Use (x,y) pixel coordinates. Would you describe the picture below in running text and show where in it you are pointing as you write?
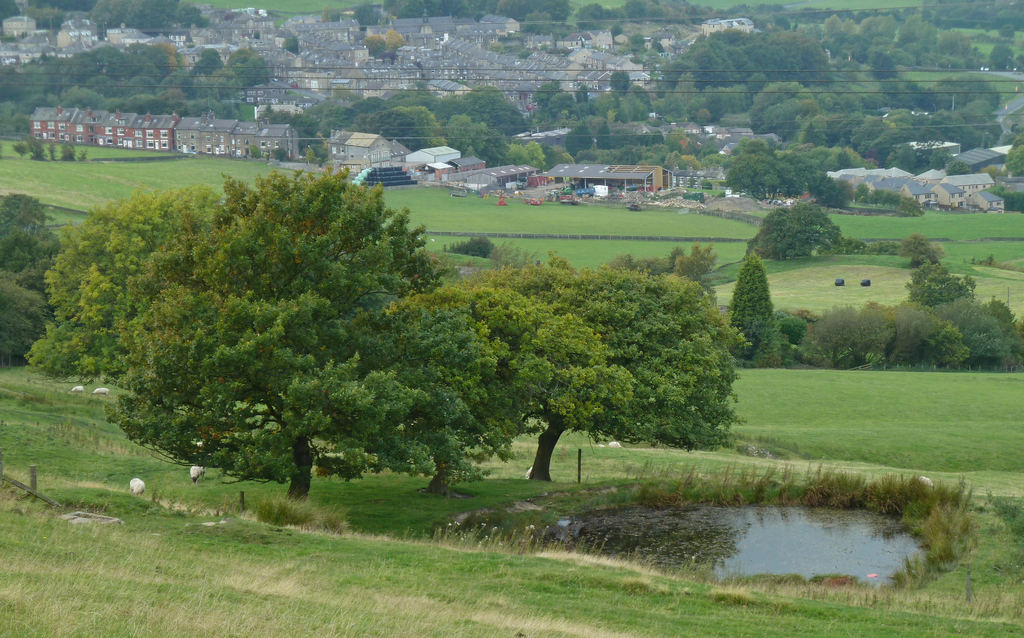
Here in this picture in the front (537,560) we can see the ground (537,560) is fully covered with grass (553,550) and on the right side (856,525) we can see water (806,521) at some place and we can also see plants (737,356) and trees (323,330) present and in the far we can see buildings (361,157) and houses (144,139) present.
